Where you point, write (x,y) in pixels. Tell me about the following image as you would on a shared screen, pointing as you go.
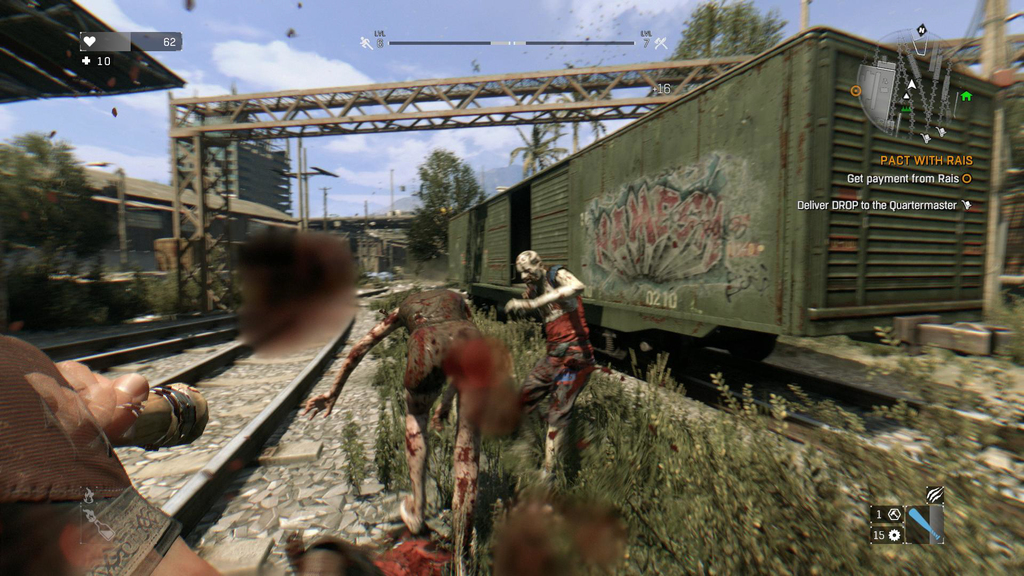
This is an animated picture. I can see three persons (549,354), there are trains (543,217) on the railway tracks (65,353), there are plants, poles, trees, there is a building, and in the background (321,55) there is the sky (637,35) and there are words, symbols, numbers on the image.
